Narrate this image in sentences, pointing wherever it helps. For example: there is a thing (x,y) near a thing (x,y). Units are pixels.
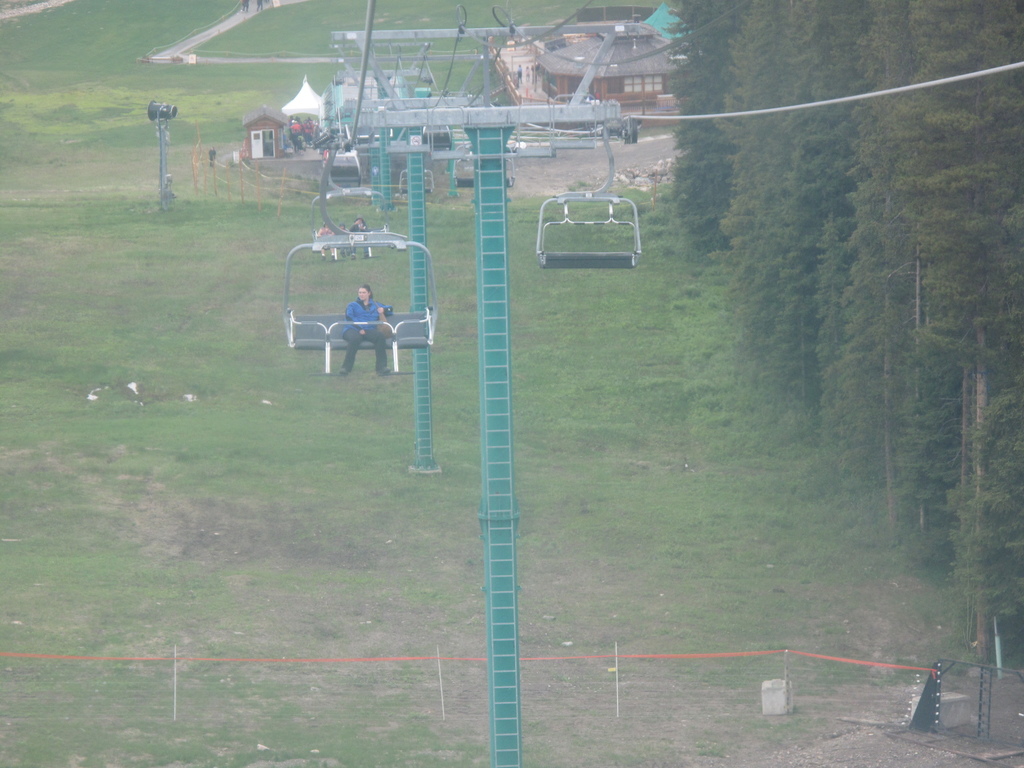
In this picture we can see people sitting on a cable car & at the bottom (550,586) we have grass (668,474) and green trees (766,238). At the top (816,101) we can see poles (486,172) & ropes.
